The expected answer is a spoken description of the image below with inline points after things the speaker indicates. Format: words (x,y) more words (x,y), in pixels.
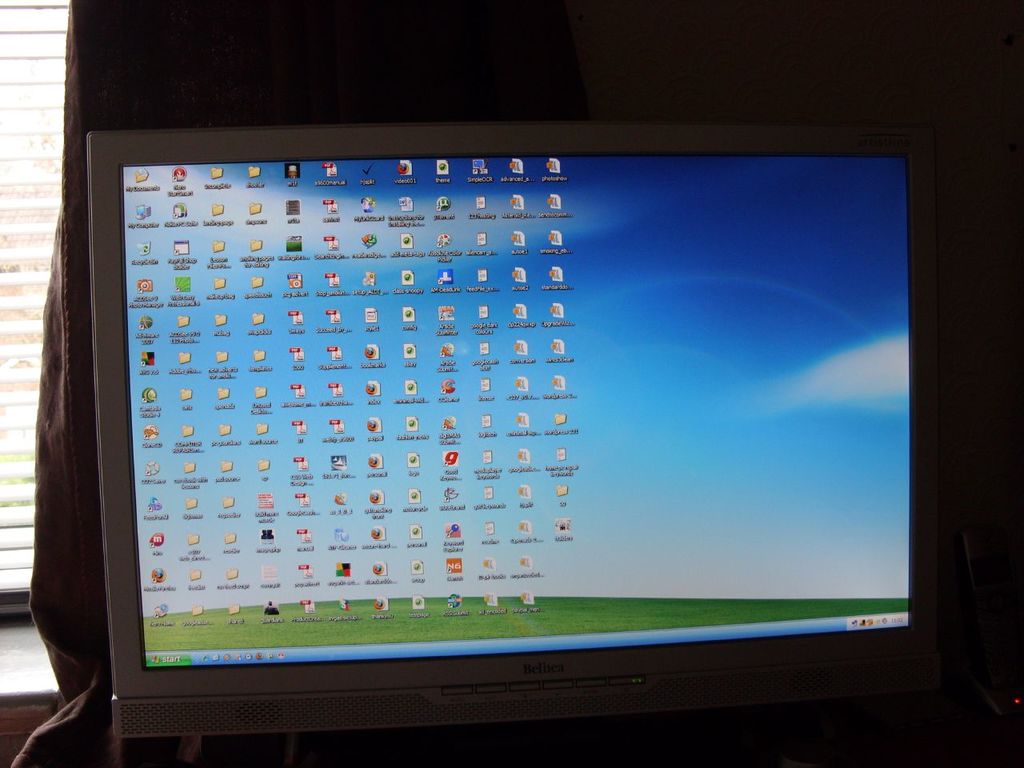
In this image I can see a PC (176,634), curtain (61,382) and a wall (734,57). This image is taken in a room (13,117).
